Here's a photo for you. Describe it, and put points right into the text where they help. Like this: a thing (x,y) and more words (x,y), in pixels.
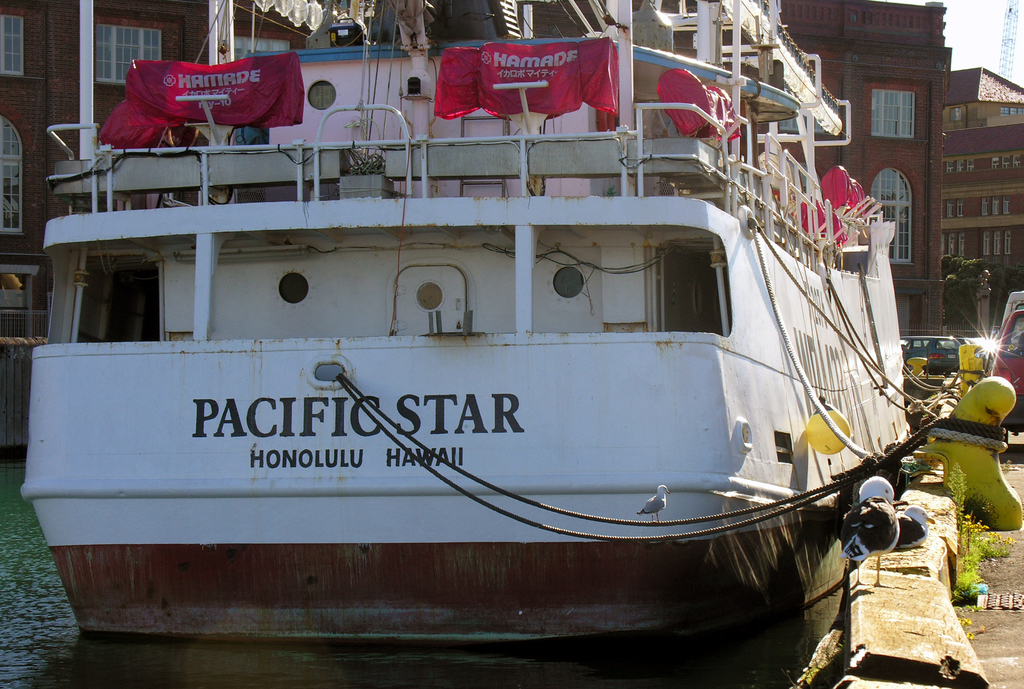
In front of the picture, we see a ship (510,413) in white color. We see the sheets (445,95) in red color with some text (229,100) written on it. At the bottom (29,615), we see water (66,628) and this water (48,608) might be in the lake (43,618). Beside that, we see a yellow color object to which the ropes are tied. On the right side (1001,620), we see the road (992,571) and the grass (971,533). We see the cars (924,336) are moving on the road (1000,635). There are building (853,71) in the background (160,41). In the right top (963,11), we see a tower (1012,11) and the sky (995,35).
